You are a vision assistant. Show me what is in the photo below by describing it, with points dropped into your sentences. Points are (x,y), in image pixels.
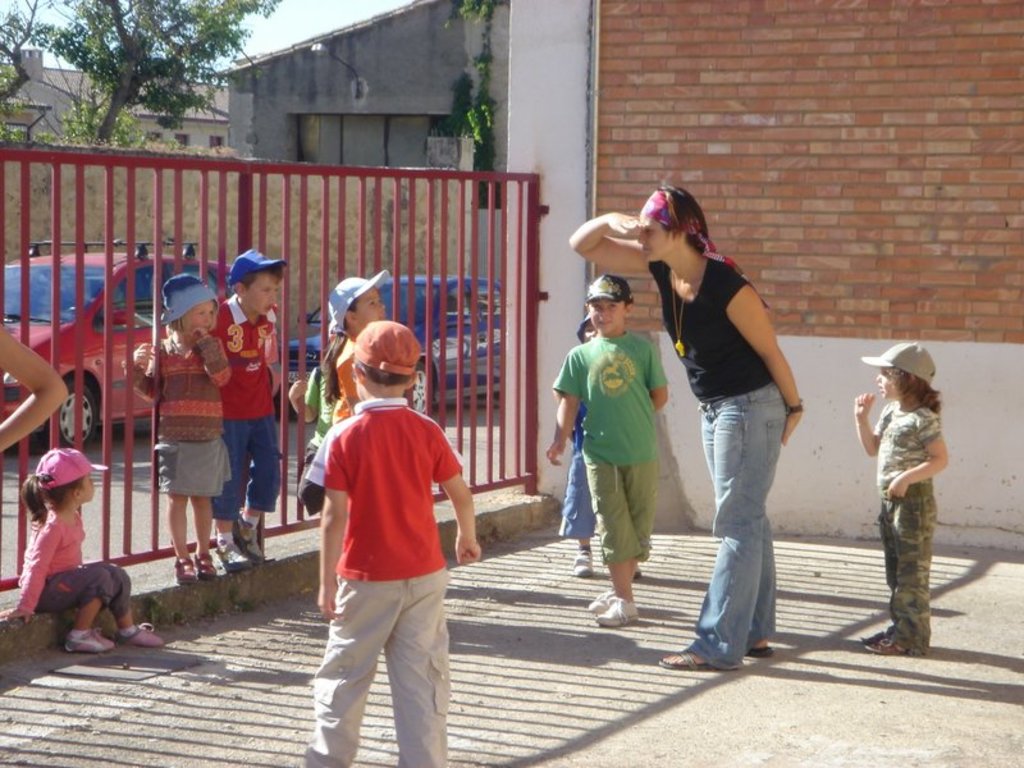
In the center of the image (360,450) there are kids (589,470). On the right (761,645) there is a lady (748,527) standing. There is a fence (533,343) and cars (103,372). In the background (301,101) there are sheds (254,87), trees (188,83) and sky (231,64).
